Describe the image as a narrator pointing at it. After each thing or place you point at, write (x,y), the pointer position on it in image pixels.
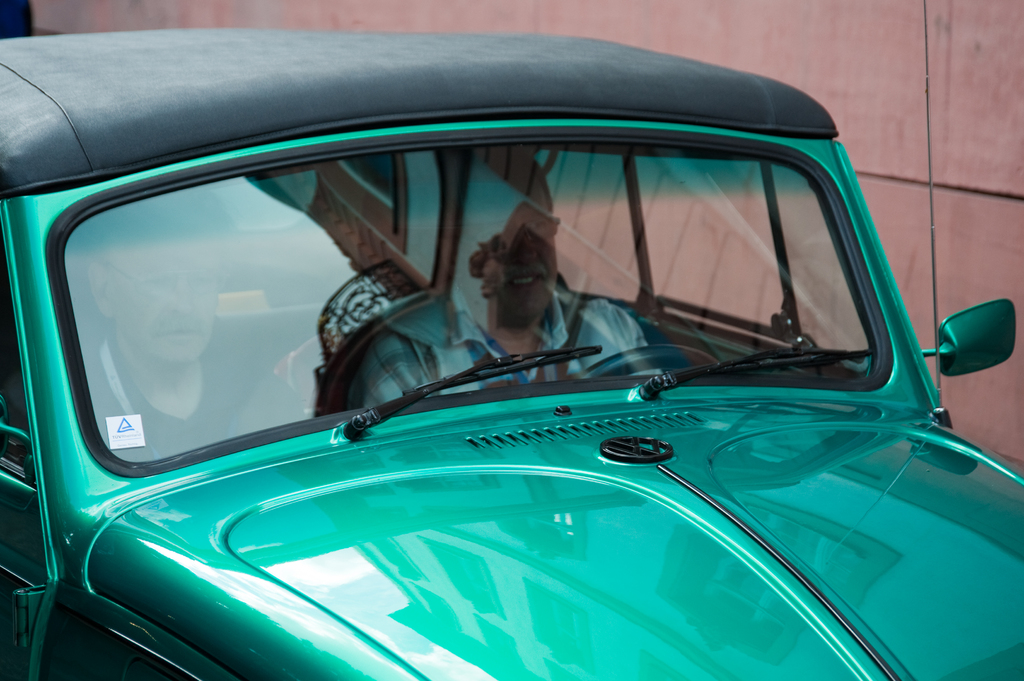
In this image in front there are two persons (131,388) sitting on the car (598,493). In the background of the image (805,9) there is a wall (959,110).
